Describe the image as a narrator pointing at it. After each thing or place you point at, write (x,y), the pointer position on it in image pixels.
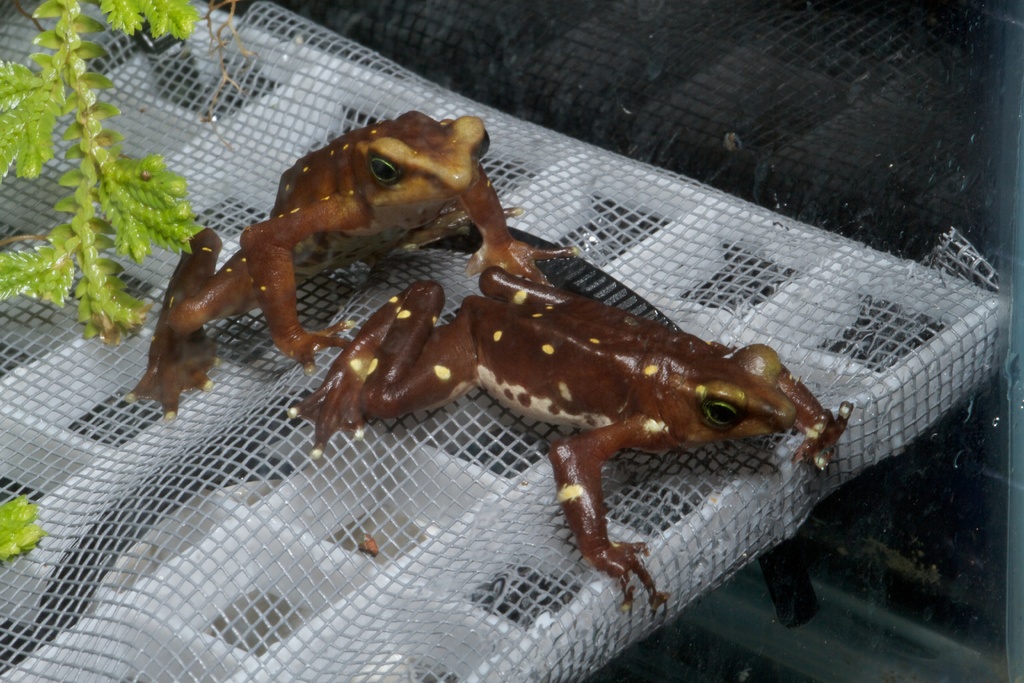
Here, we can see two frogs (520,354) on a white color object (203,473), we can see some green color leaves (82,138).
